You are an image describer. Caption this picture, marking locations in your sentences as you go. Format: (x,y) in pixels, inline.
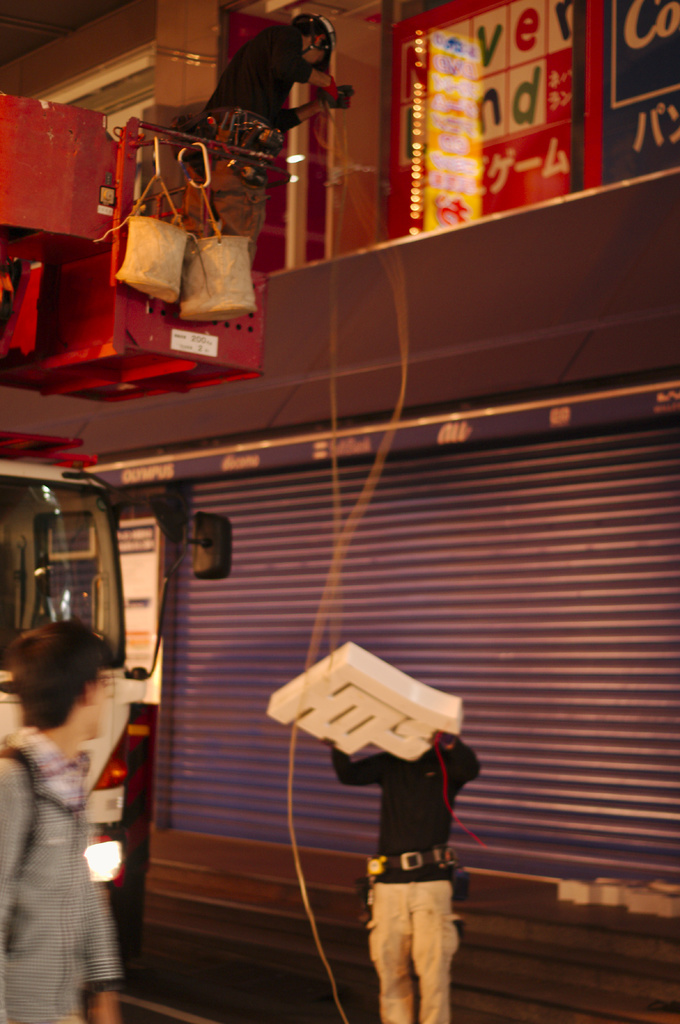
In this image we can see a person (198,223) standing on the truck (214,308) holding some object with a wire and at the foreground of the image (410,857) there is a person (381,810) wearing black color shirt (431,805) holding some object (341,701) in hand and at the background of the image (448,555) there is shutter (537,542) and building (386,223).
